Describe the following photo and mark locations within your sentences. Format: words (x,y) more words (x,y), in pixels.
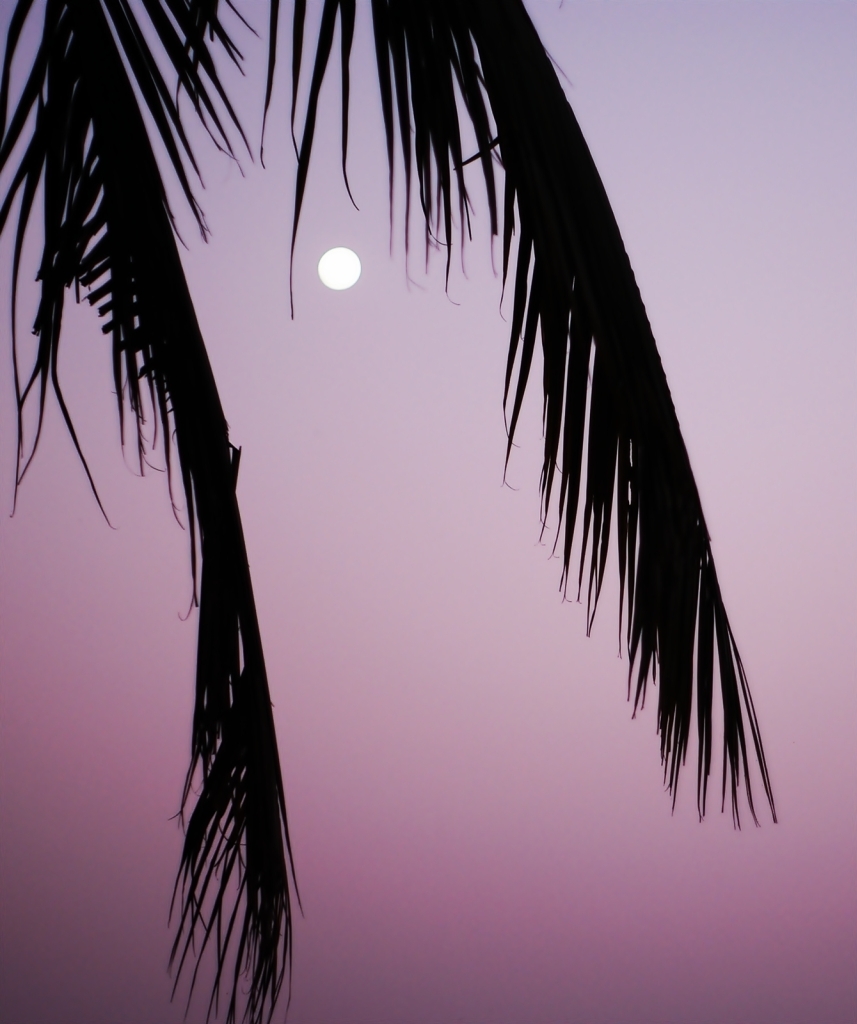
In this image we can see the some tree leaves (452,148) and in the background (359,379) there is a moon (349,286) in the colorful sky (367,332).
